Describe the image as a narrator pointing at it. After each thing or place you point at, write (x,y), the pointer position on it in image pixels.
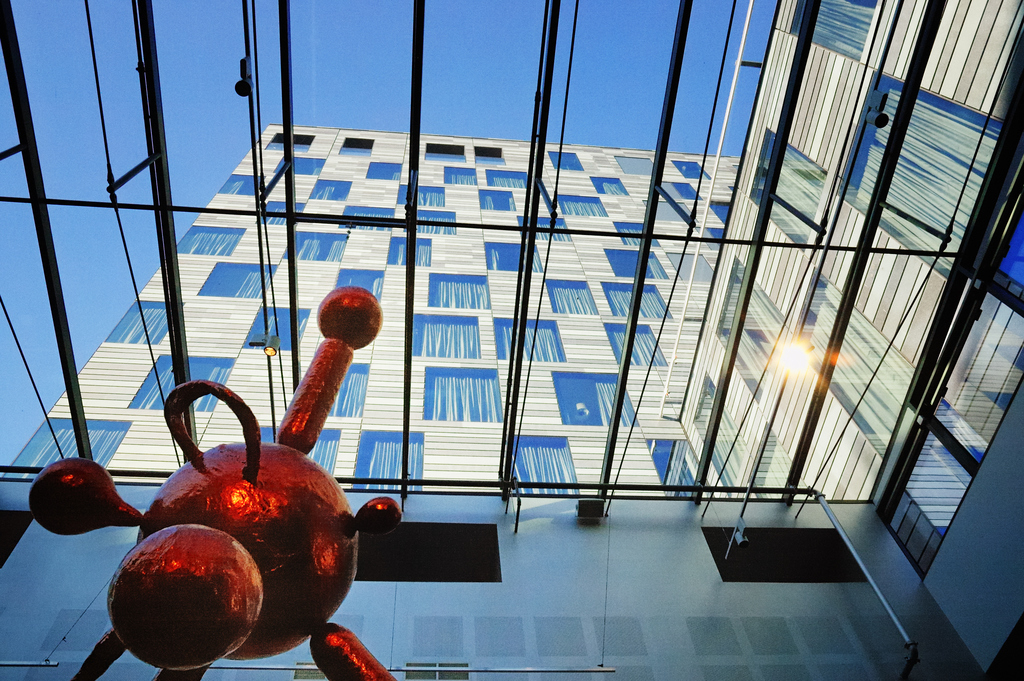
In the left bottom of the picture (281,534), we see an object (281,511) in red color. In the middle (471,392), we see a building (529,388) in white and blue color. It has windows (553,477). We see the open roof building (936,369). At the top (478,50), we see the sky (405,21), which is blue in color.
